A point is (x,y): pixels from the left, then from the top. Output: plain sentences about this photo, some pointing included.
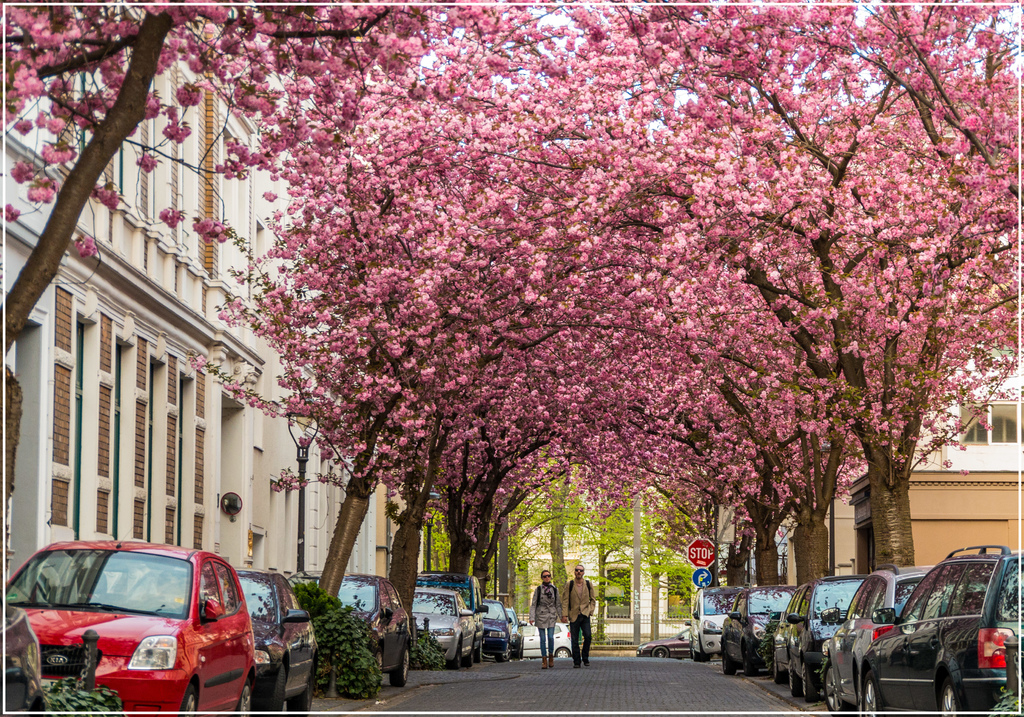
In the image there are persons (553,612) walking on the road (590,666) in the middle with cars (468,629) and trees (780,297) on either sides of it and followed by buildings (959,485) in the background (247,421).
